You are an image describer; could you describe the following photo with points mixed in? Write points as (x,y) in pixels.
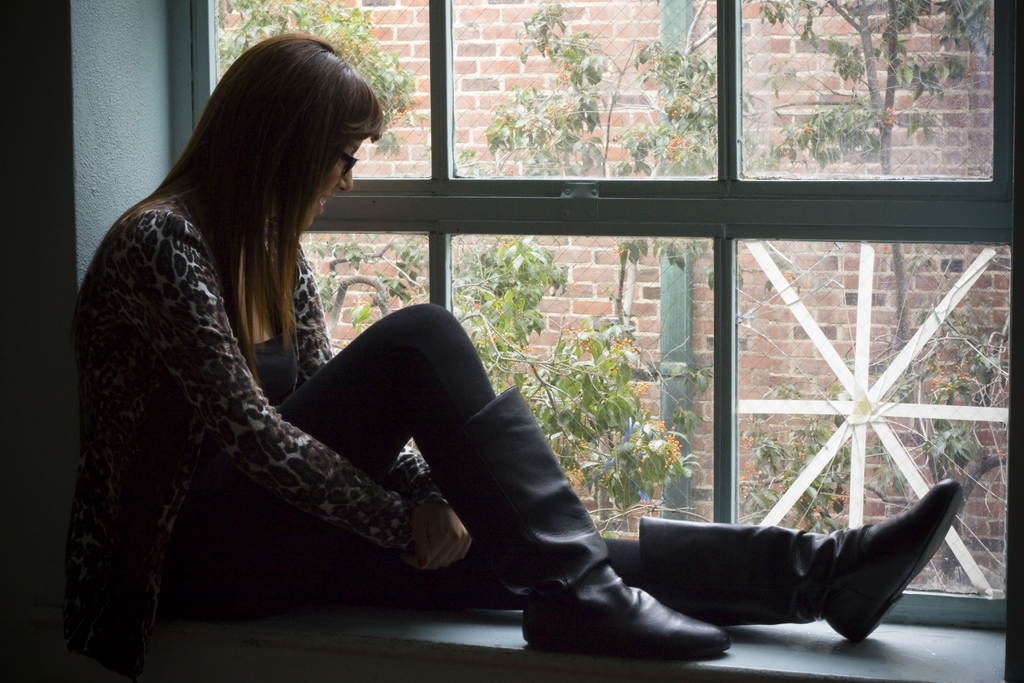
As we can see in the image there are trees (679,451), a woman (279,239) wearing black color dress (181,339) and black color boots (568,547). There is a wall (40,84) and window (759,181). Outside the window (608,197) there is a building (481,66).
